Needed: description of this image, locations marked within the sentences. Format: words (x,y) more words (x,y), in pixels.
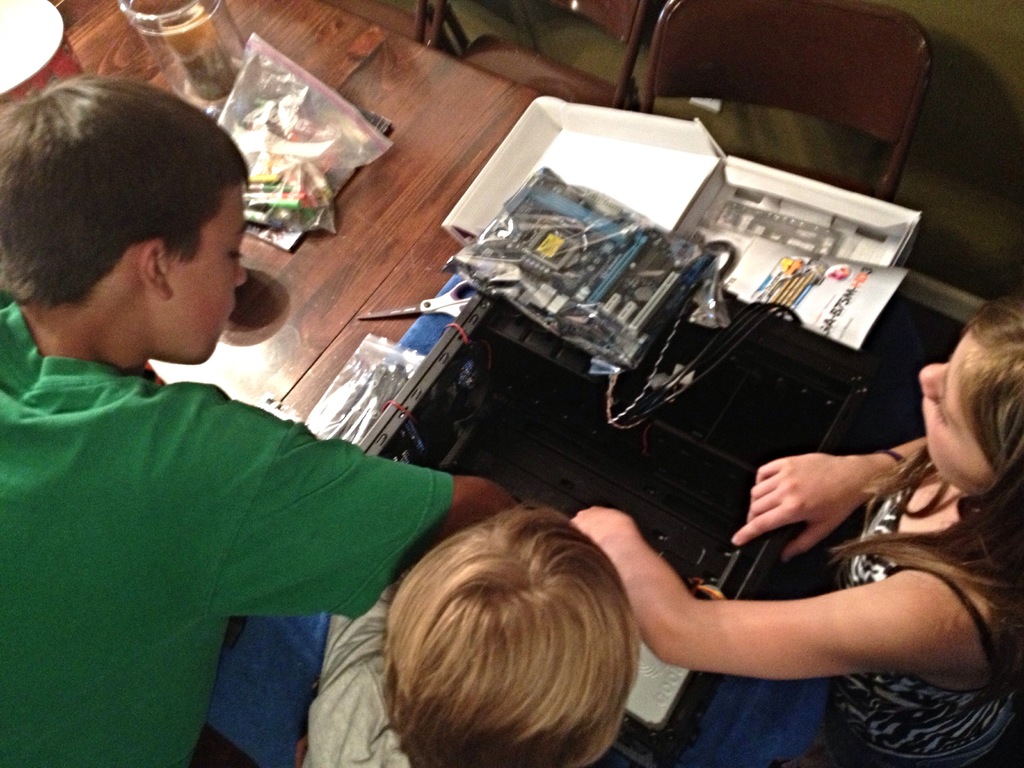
In this image there are children (788,668) and there are chairs (769,33). We can see a table (65,14). There is a jar (174,40), covers (321,181), boxes (653,211), scissor (437,307) and some objects (638,436) placed on the table (269,307).
